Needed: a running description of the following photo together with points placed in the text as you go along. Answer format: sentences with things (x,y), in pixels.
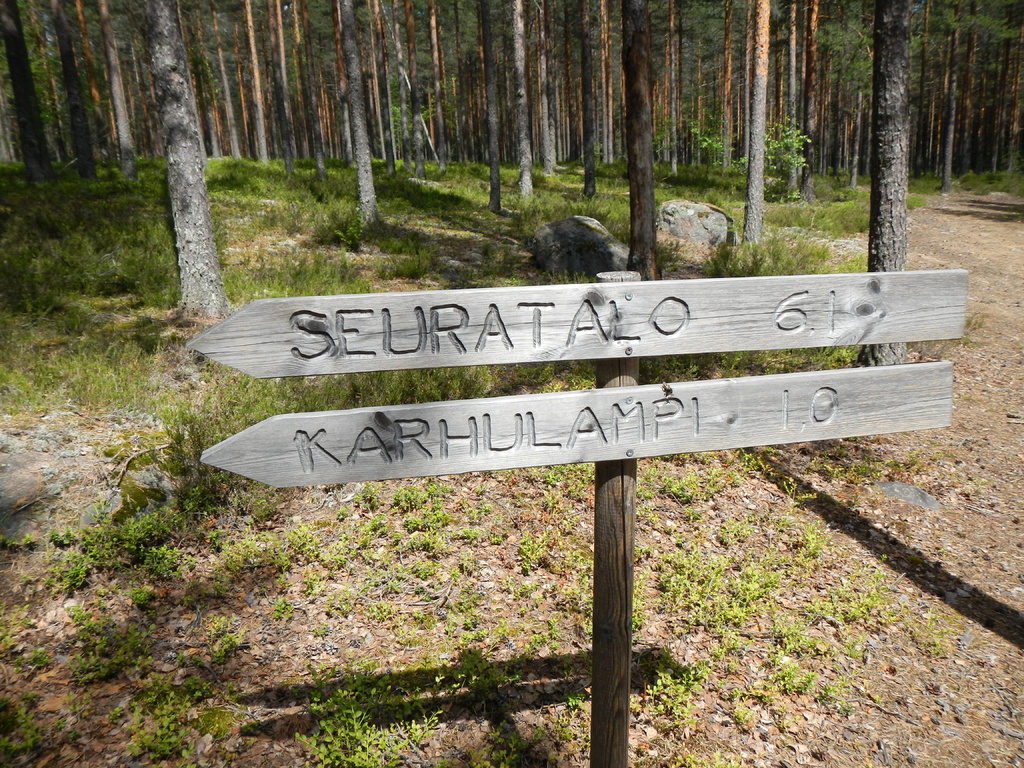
In this image, we can see name boards (605,405) and in the background (454,149), there are trees (336,112) and rocks (594,226). At the bottom (839,662), there is ground (844,577).
